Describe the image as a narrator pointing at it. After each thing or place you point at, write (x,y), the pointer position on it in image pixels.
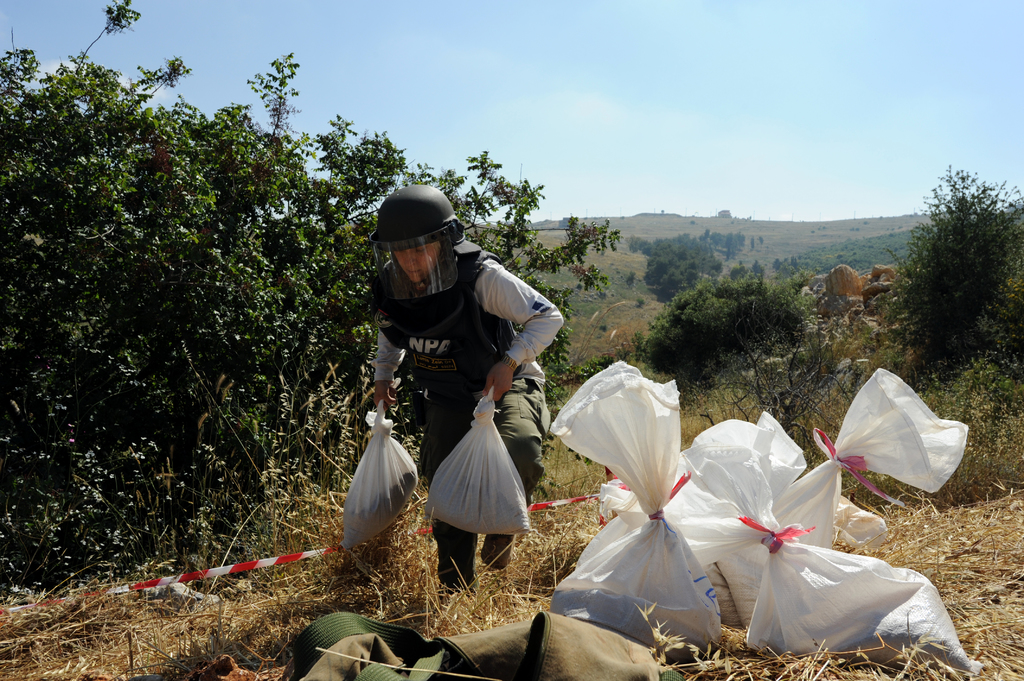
This person (458,318) wore a helmet (450,267) and holding plastic bags (475,452). Here we can see plastic bags (780,458). Background (928,334) there are trees (697,263).
